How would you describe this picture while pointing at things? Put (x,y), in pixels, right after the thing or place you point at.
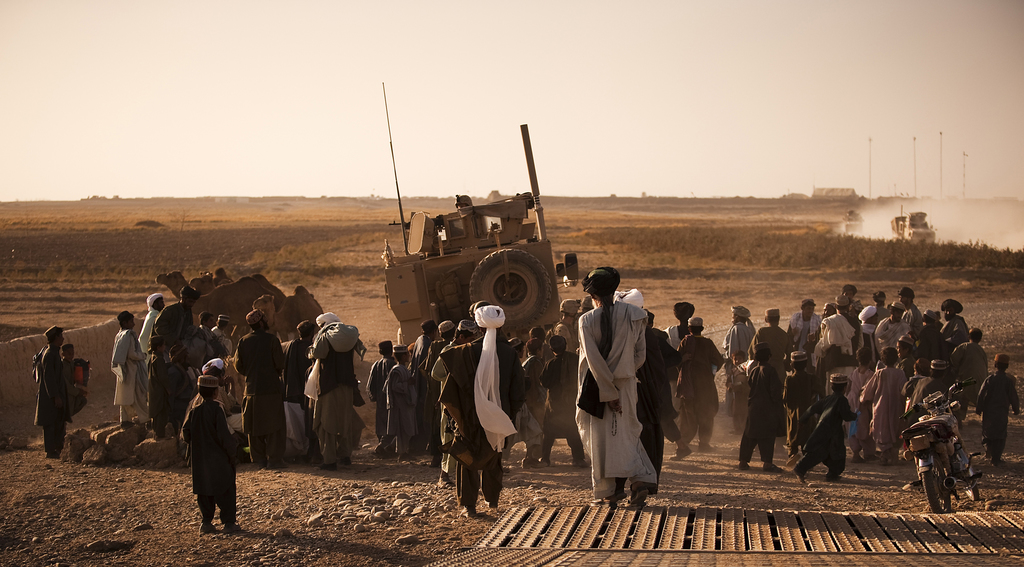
In this image there are people (462,357) standing on a land (966,314), in front of them there are vehicle (465,282), in the background (741,194) there are poles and the sky (992,182), on the bottom right (947,532) there is a metal sheet (894,564).
